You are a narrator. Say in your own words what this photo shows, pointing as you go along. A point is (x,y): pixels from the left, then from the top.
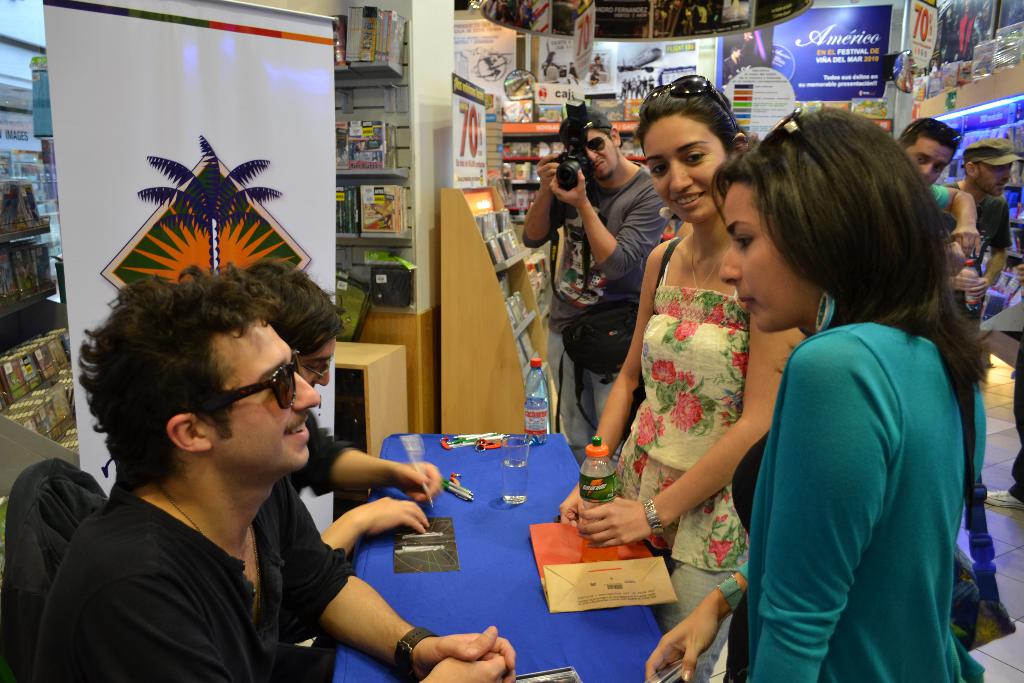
In this image I can see few people (671,486) standing and few people (267,568) are sitting on the chairs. One person (561,213) is holding camera (581,141). Back I can see banner (203,104), book rack (489,294) and books (508,257). I can see bottle (530,399), glass (513,473), pens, some objects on the blue color table (515,534).
